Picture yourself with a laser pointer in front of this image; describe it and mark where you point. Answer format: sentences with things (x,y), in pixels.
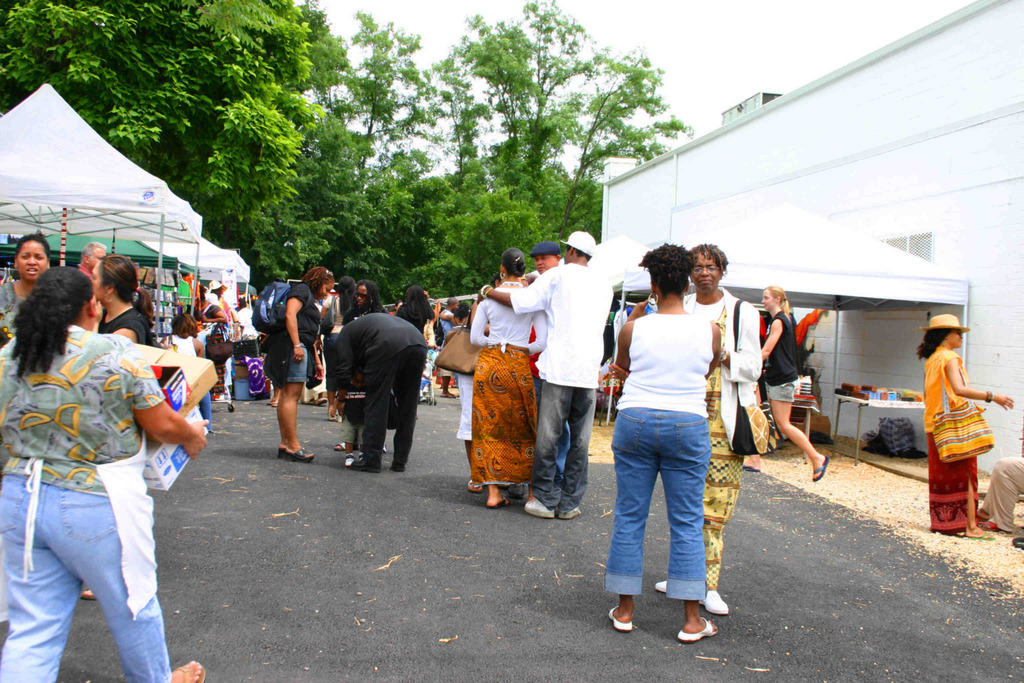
In this image we can see some people (533,426) and there are some tents (881,292) and we can see some objects (240,385) and there is a building (916,103) on the right side of the image (890,327). We can see some trees (384,130) and at the top (694,74) we can see the sky (710,9).
